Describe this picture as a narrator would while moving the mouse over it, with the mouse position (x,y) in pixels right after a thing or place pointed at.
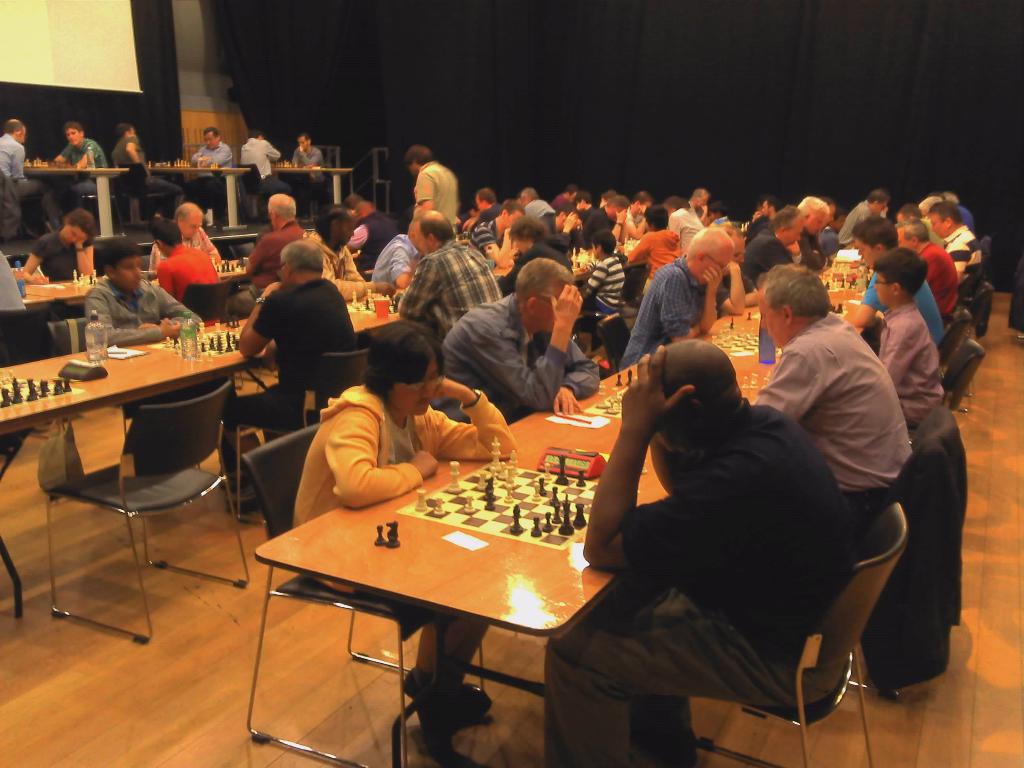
In this image I see number of people (685,308) who are sitting on chairs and there are tables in front of them on which there are chess boards (219,263) and coins (18,396) on it, I can also see there are papers (126,350) and other few things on it and I see a man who is standing over here.
